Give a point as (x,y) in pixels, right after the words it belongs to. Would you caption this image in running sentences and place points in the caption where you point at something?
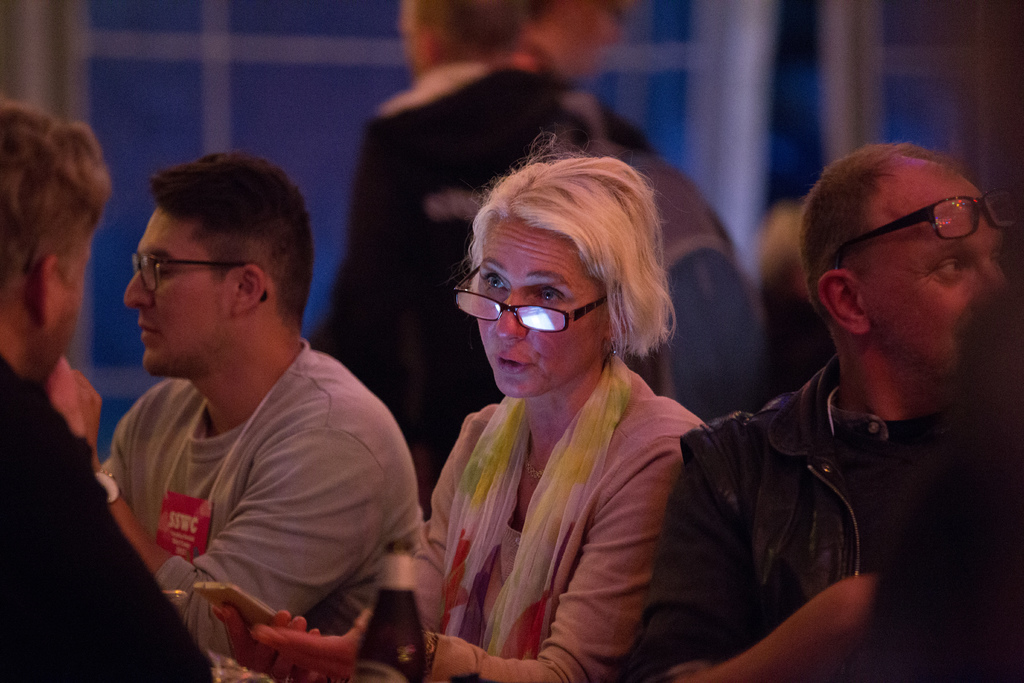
In this picture we can see the persons (450,562) and some of them are wearing spectacles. In the middle of the image (617,372) we can see a lady (426,574) is holding a mobile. At the bottom of the image (417,609) we can see a bottle (398,632). In the background of the image (810,63) we can see the wall (893,50).
